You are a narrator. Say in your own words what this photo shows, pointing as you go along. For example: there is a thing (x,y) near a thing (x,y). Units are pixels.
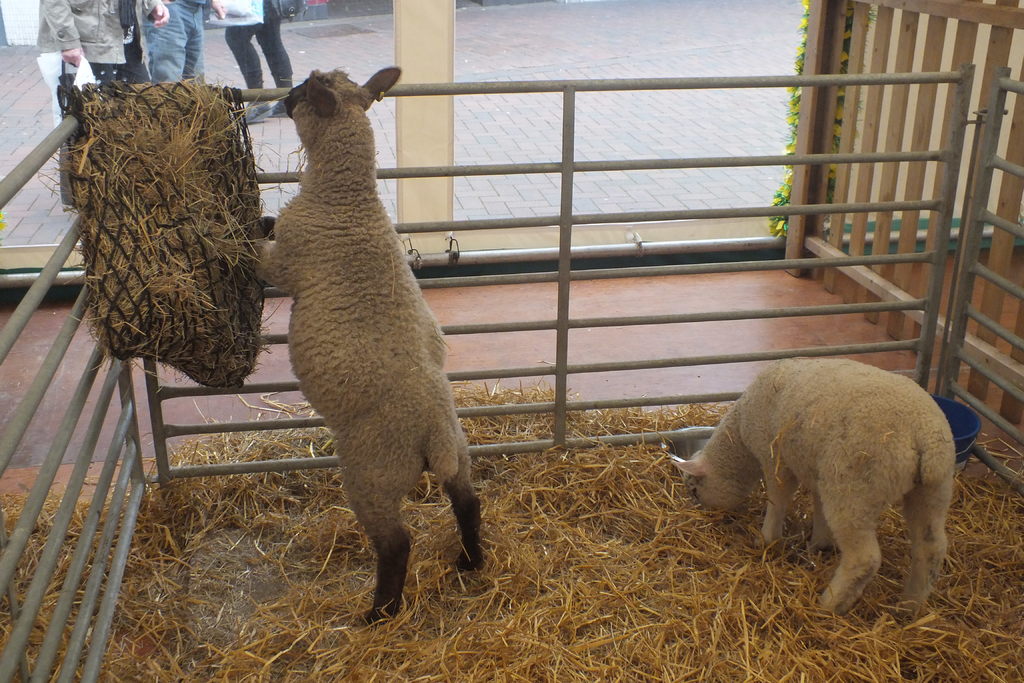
In this picture I can observe two sheep (736,453). One of the sheep (715,502) is grazing grass (489,605). There is a railing (43,563) in front of the two sheep (349,417). In the background (176,20) there are three members (182,37) standing on the land (227,48). On the right side (896,57) I can observe a wooden railing (902,37).
